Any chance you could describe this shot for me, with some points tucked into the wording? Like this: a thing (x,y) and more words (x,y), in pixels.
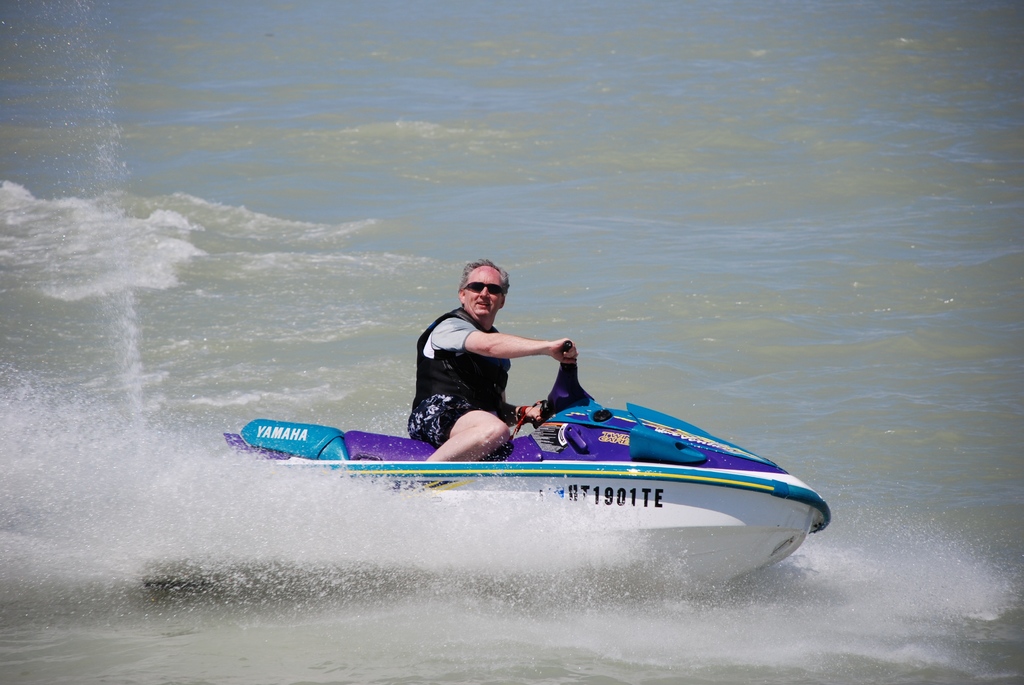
In this image there is a person (476,360) sitting on the water bike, which is on the river (649,600).
